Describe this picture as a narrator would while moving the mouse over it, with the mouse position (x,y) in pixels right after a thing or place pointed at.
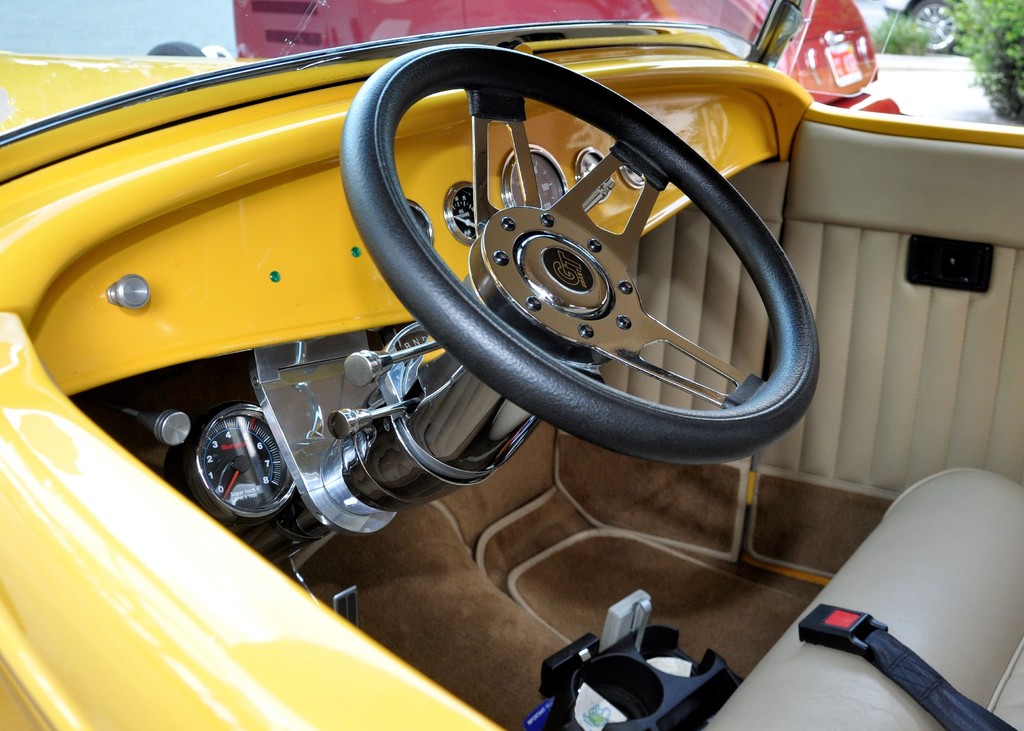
We can see inside of the vehicle (444,509) and we can see steering wheel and gauge (249,412). Background (1000,13) we can see plants (960,4) and vehicle wheel (915,13).
